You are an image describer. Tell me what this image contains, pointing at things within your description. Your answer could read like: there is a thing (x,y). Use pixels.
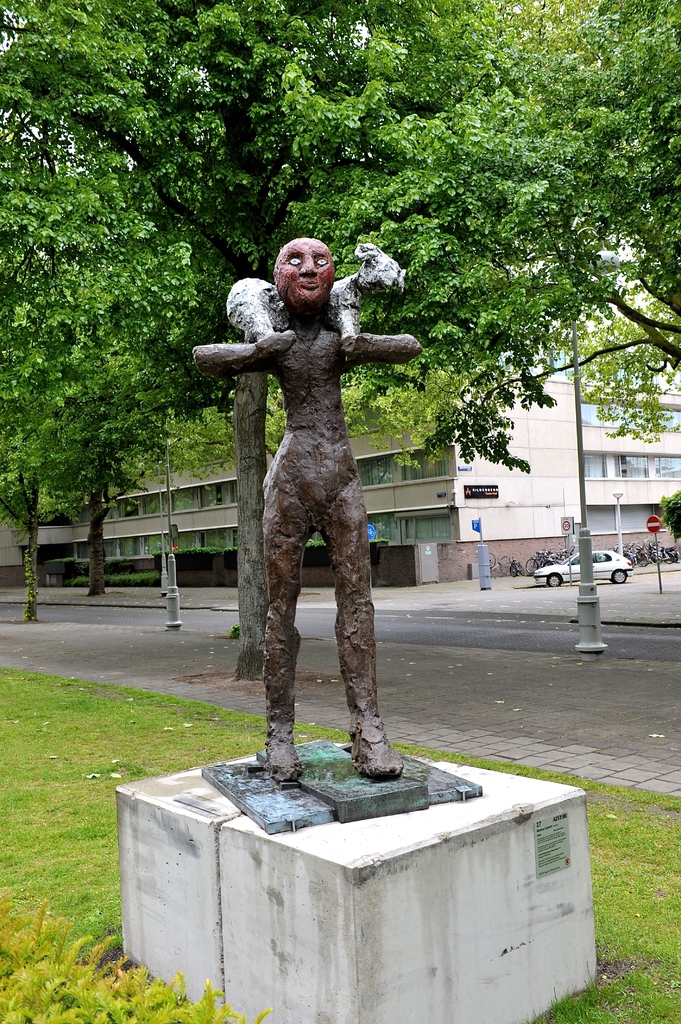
In the foreground of this image (299,484), there is a sculpture (299,447) and the grass (92,749) around it. In the background (456,615), there is a road (667,644), pavement (637,724), few poles (174,558), a sign board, a vehicle (544,570) moving on the road (546,593), few bicycles (550,562), a building (599,437) and the trees (458,161).
